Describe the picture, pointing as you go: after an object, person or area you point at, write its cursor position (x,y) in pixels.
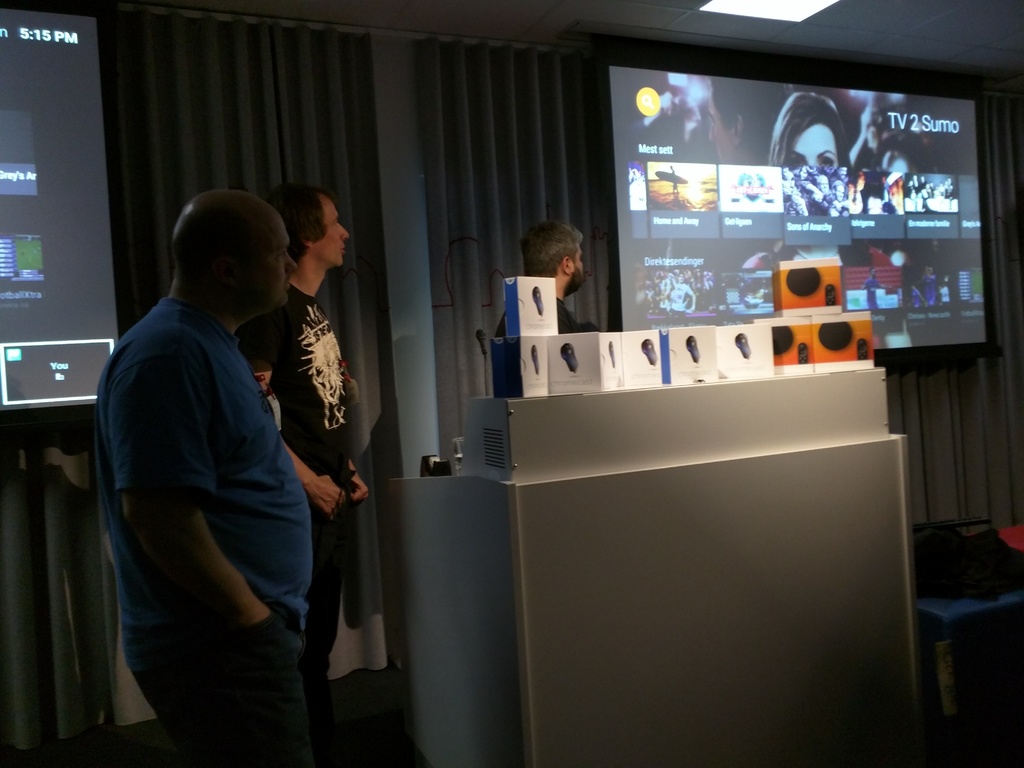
In this image we can see a group of people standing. We can also see some boxes (688,372) which are placed on the table (639,590). On the backside (413,421) we can see the display screen (97,387) with some pictures (714,100) and text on it, some curtains (376,336), a wall (410,339) and a roof (762,36) with a ceiling light (743,11).
